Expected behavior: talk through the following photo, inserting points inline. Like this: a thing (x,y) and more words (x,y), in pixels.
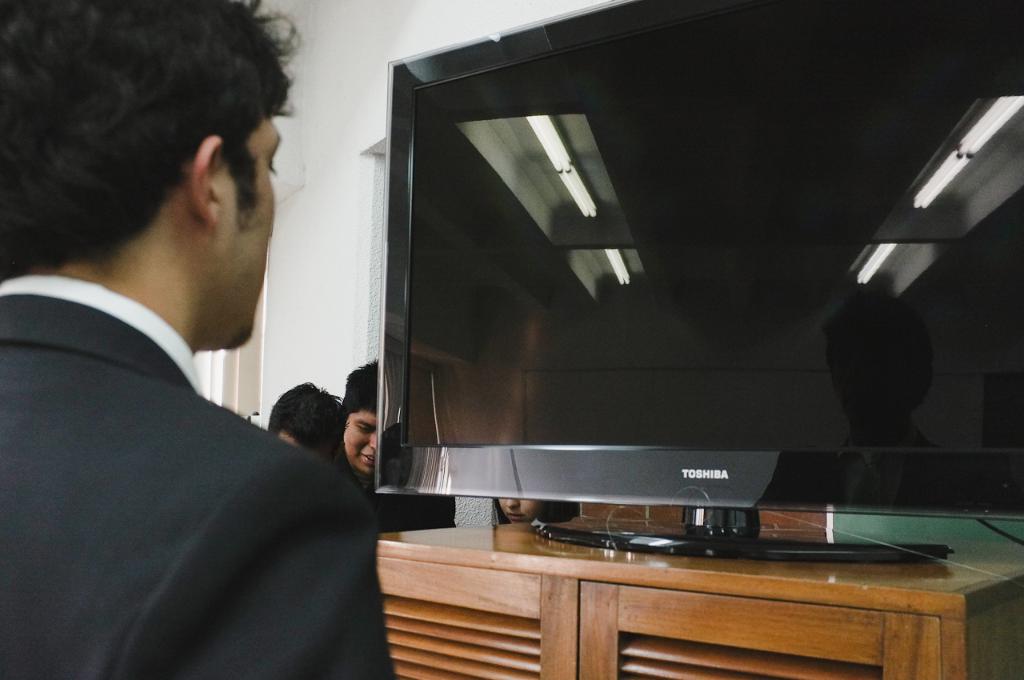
To the left side of the image (157,369) there is a person (161,343). In the background of the image (366,472) there are people (304,419). There is a TV (562,397) on the stand (473,532). There is a wall (314,112).
